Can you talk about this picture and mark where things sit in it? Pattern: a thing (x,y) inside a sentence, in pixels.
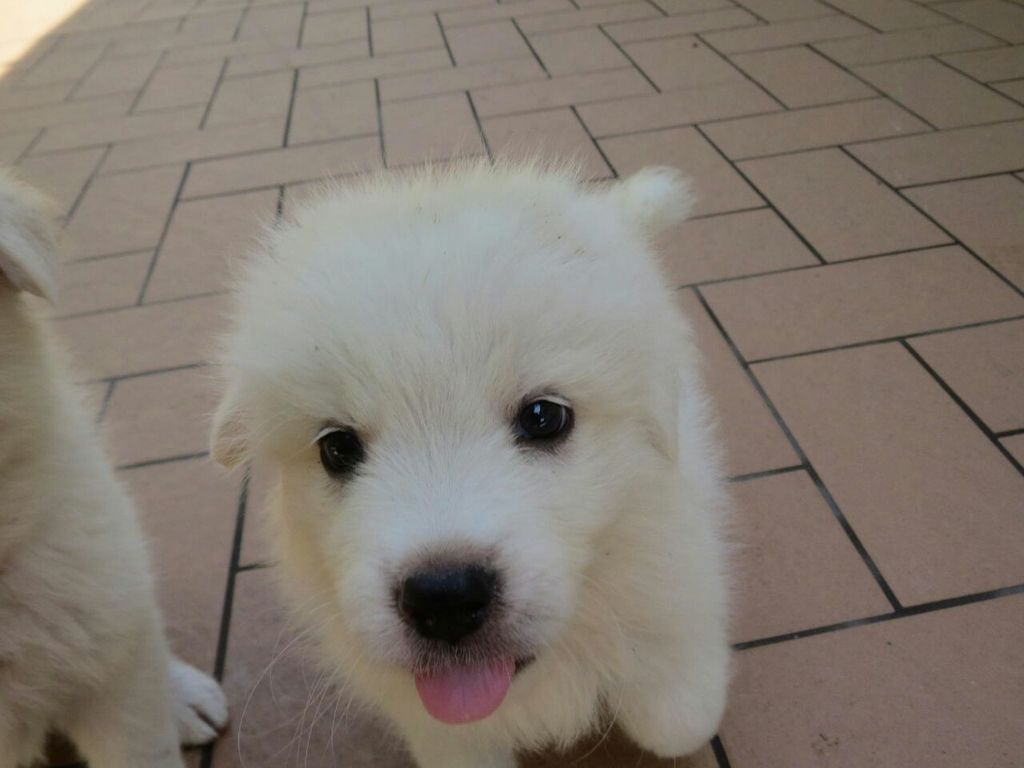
In this picture we can see two dogs (341,431) are standing on the floor (92,354).
